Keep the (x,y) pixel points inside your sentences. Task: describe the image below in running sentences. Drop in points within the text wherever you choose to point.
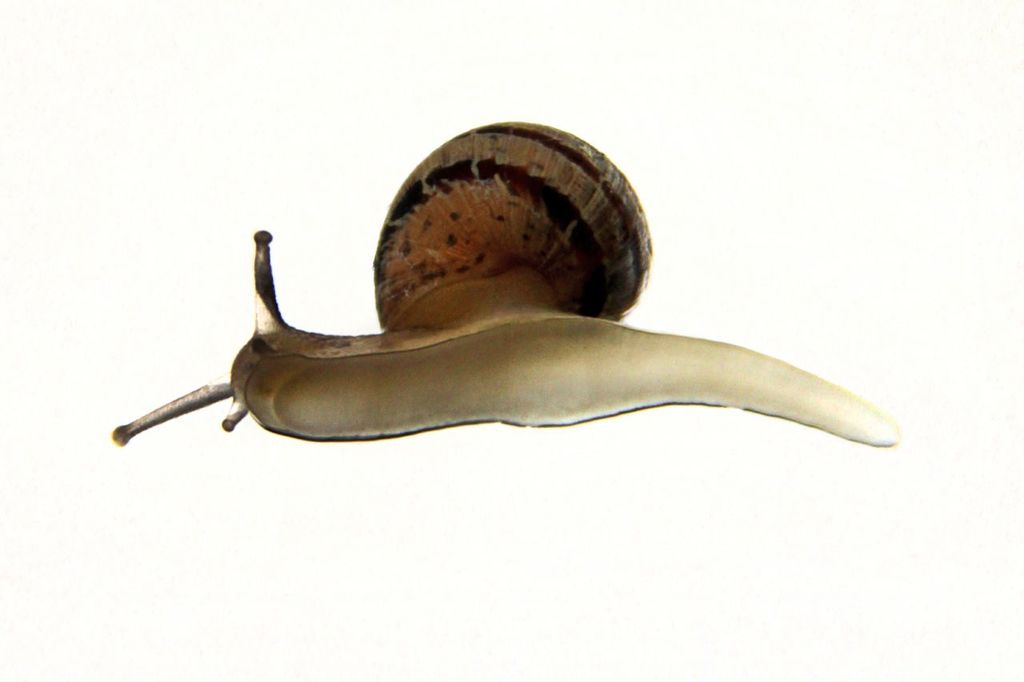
In this image we can see a snail (530,360).
